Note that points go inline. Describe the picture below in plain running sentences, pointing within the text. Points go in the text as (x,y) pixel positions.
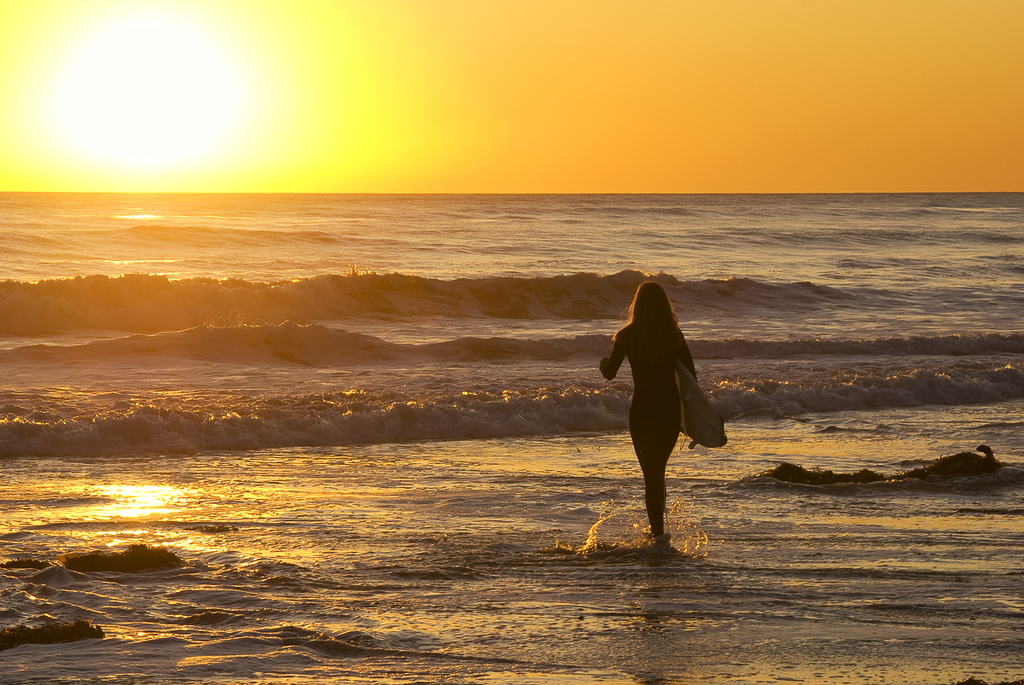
This image consist of a beach (726,255). There is woman (636,414) walking and holding a surfboard (696,418) in her hand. In the background (559,186) there is sky (557,124). At the bottom (434,604), there is water (426,618).
